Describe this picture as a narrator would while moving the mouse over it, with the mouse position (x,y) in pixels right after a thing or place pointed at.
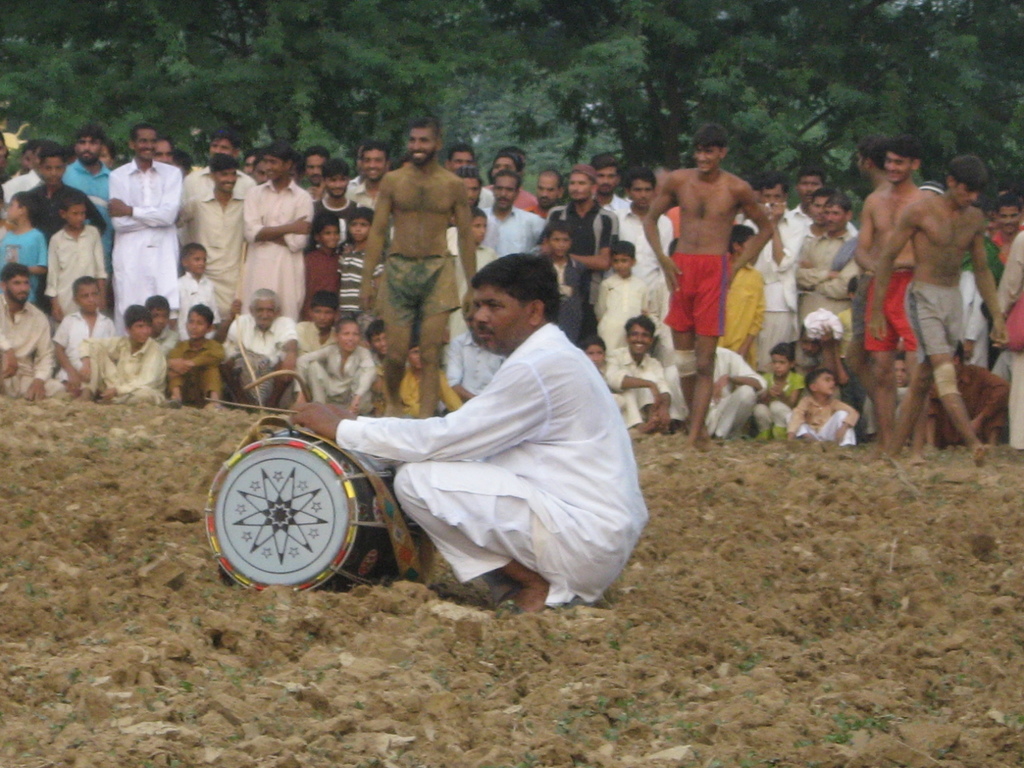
In this image I can see people (698,259), musical drum (362,468) and trees (664,53). One person (479,443) is holding objects (302,412).
